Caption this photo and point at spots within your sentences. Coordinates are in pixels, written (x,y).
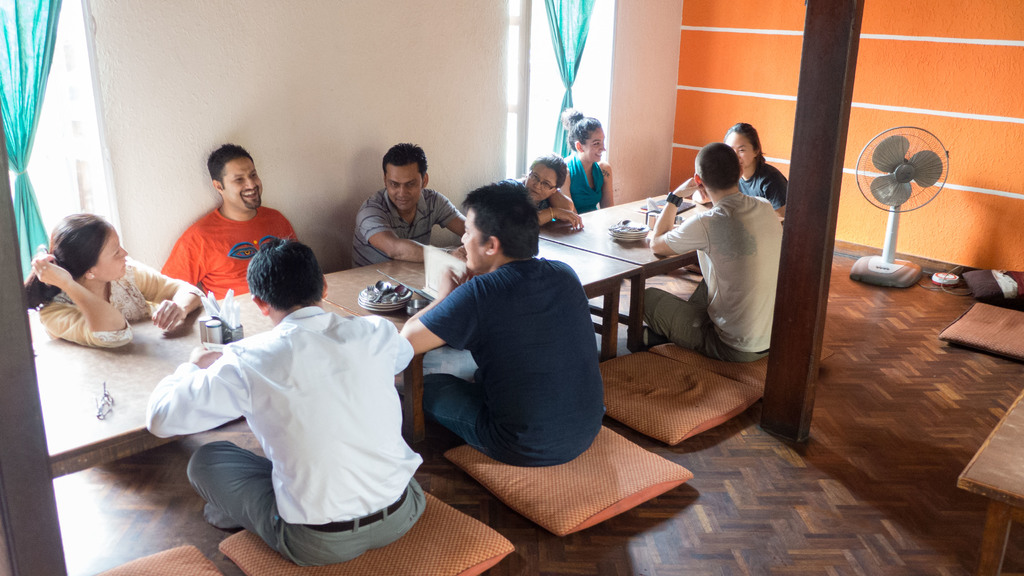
In this image I can see number of people (572,306) are sitting on cushions (408,552). I can also see few tables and on these tables (133,387) I can see few plates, few spoons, few tissue papers (236,310) and few other things (208,325). In the background (10,93) I can see two blue colour curtains (16,78) and on the right side of the image (904,287) I can see a fan (850,270), one more table (978,460), a cushions (961,314) and I can also see few other things (953,278) near the fan (872,279).
